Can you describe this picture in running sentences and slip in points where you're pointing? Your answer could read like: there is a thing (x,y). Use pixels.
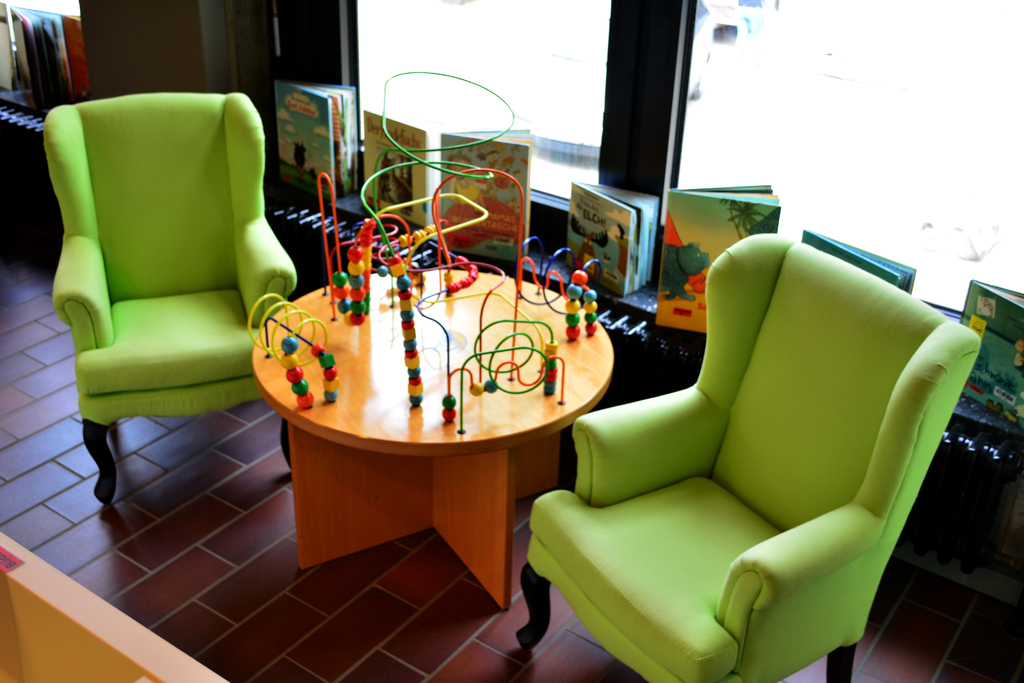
Here we see 2 chairs (756,392) which are green in color, Between them we have a table (442,422) on which some kids toys (408,336) are present. Behind the chairs (817,431) we have a glass window (502,83). In front of the glass window (359,140), we see books (614,207) arranged one after the other. It seems like a neatly furnished room (319,509).
